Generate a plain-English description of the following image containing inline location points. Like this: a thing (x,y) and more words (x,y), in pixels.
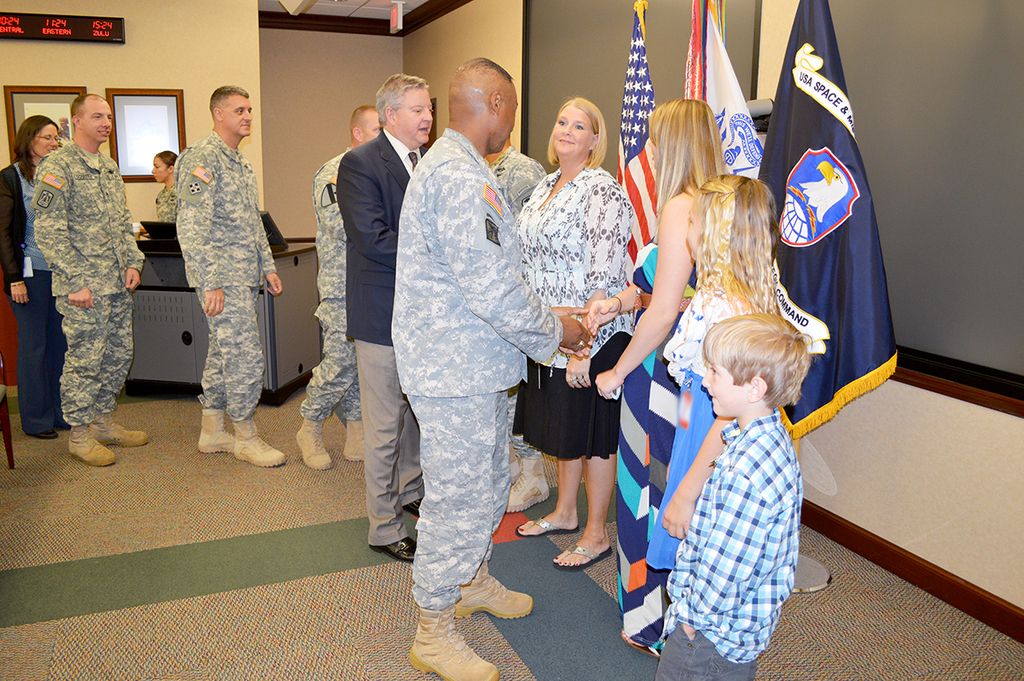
In this image there are persons (597,270) standing on the floor (246,541). In this there are few people (231,225) wearing uniform (517,325). Image also consists of frames (58,108) attached to the wall (153,52) and there is also a digital board (94,33) with clock (96,27) and text (108,34). There are three flags (711,49) in this image.
